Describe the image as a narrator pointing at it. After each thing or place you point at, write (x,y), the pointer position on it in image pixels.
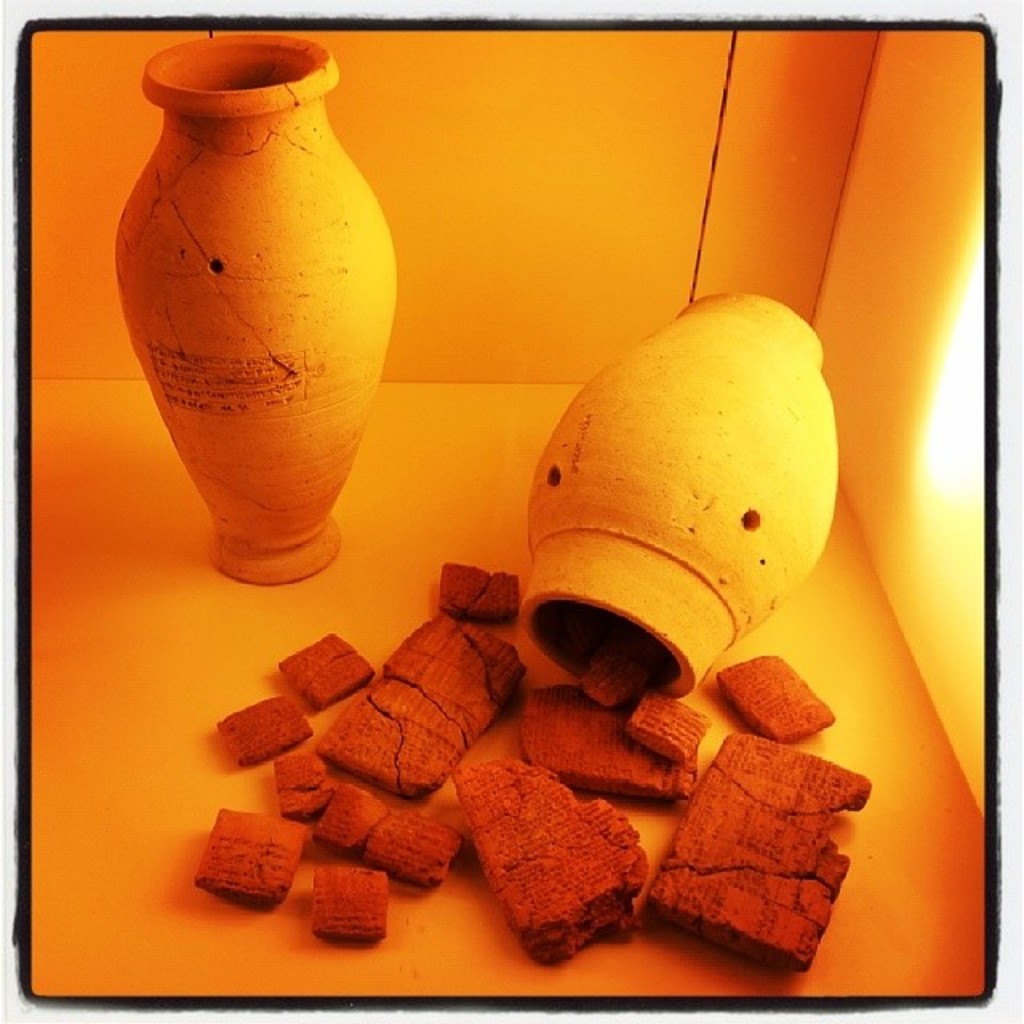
In the center of the image (377,357) we can see vases (324,535) placed on the surface (169,655) and there are bricks (740,815).
